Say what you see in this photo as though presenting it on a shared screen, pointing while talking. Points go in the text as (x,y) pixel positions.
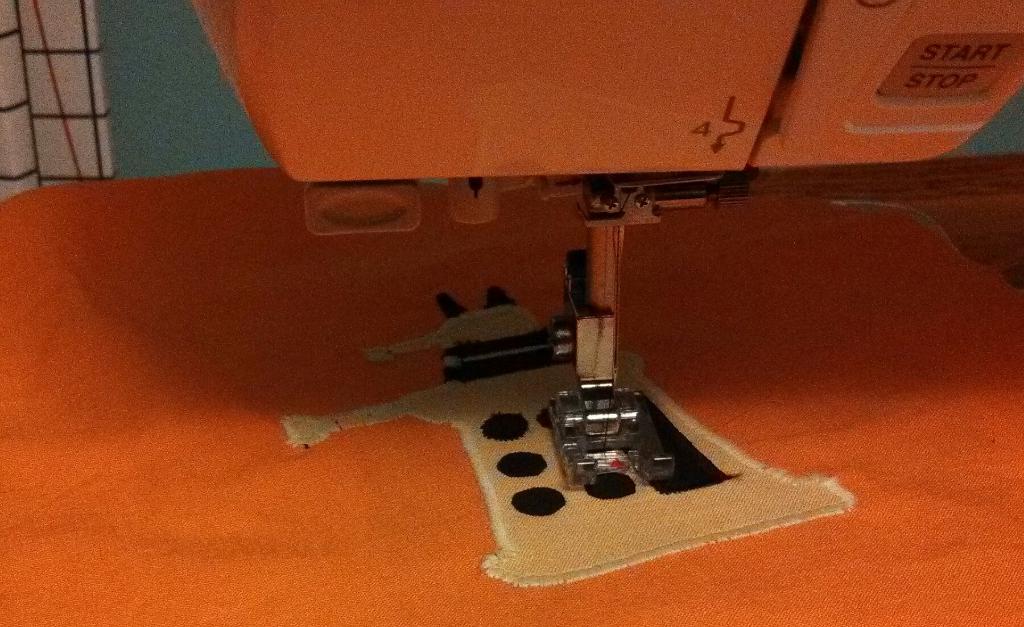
In this picture, it looks like an orange sewing machine (596,149). Under the sewing machine (528,179), there is a cloth (254,179). Behind the sewing machine (288,70), it looks like a wall (113,66).
